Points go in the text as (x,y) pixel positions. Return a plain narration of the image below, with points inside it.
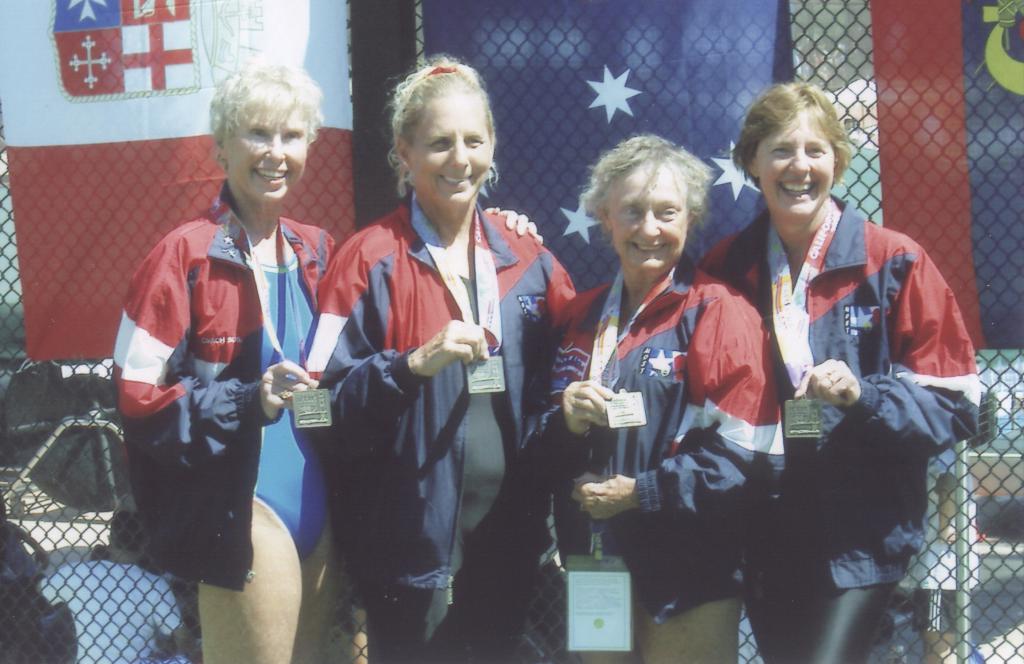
In this image, we can see some people (633,332) standing and they are smiling, in the background (16,382) there is a fencing (365,49).
